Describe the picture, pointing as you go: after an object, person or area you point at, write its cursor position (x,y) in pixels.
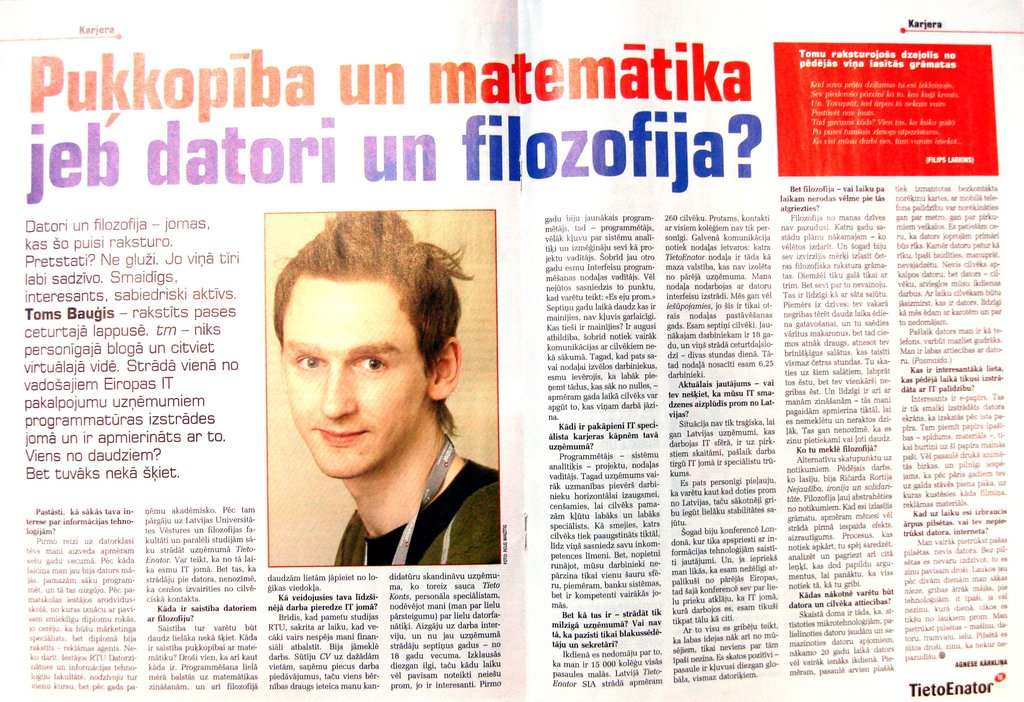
In this picture, we see the photo (347,412) of the man (301,384) and the text (138,476) written in the magazine (564,556). At the top (374,167), we see the highlighted text (391,158) written in red and blue color. In the top right (889,77), it is red in color and we see some text (827,64) written on it.
